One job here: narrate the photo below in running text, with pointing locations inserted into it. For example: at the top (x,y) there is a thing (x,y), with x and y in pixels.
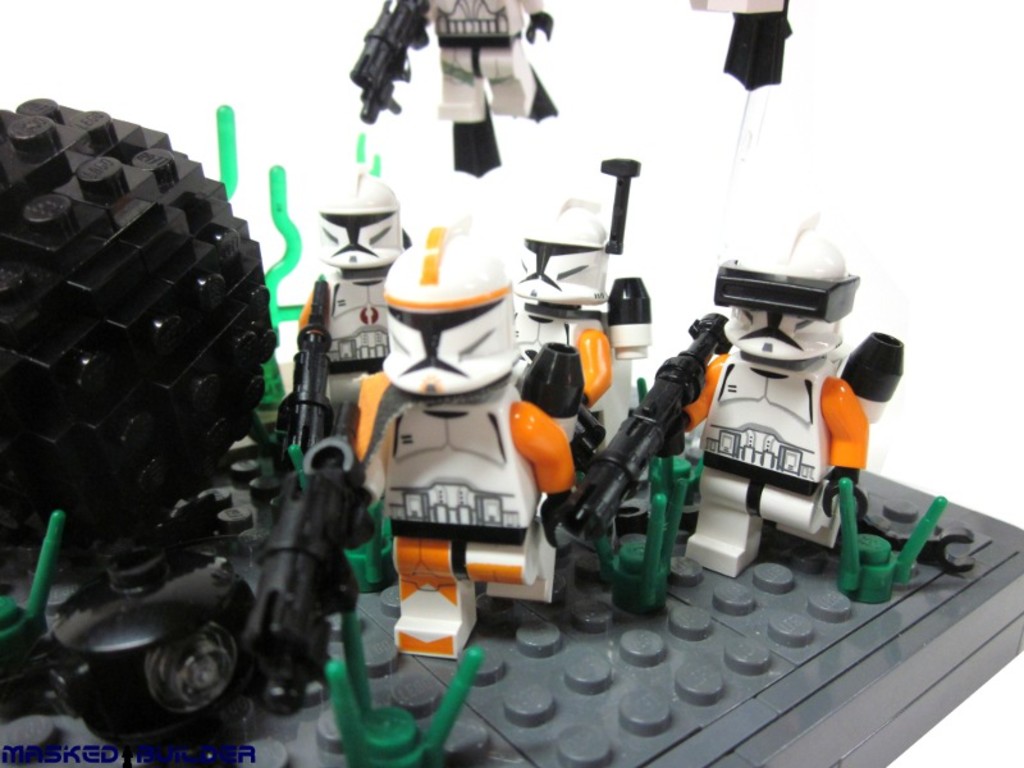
In this image I can see few toys (512,376). They are in white, black and orange color. We can see black and green color object (67,287). They are on the grey color board (733,682).
